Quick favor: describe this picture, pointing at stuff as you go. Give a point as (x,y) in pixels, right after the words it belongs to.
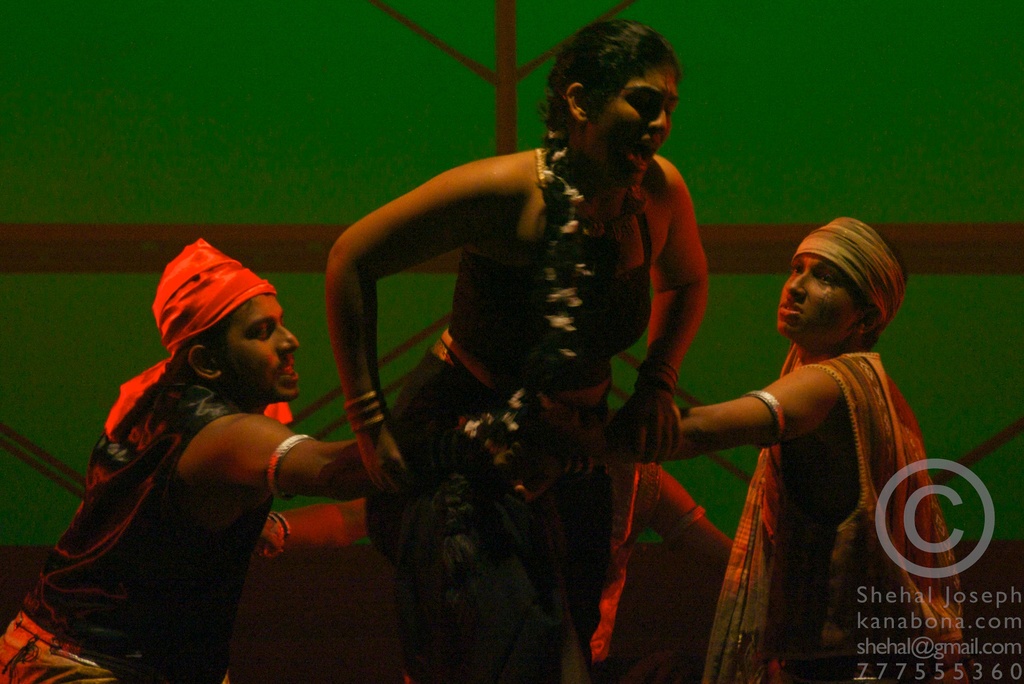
In this image I can see three persons (659,415) wearing costumes (398,429). Two persons (153,534) are holding their hands (658,454) and sitting. In the middle of these two persons (861,473) there is a woman (499,279) standing. In the background (182,145) there are few metal rods (82,241) and a green surface (233,108). In the bottom right-hand corner (932,621) there is some edited text (917,619).
